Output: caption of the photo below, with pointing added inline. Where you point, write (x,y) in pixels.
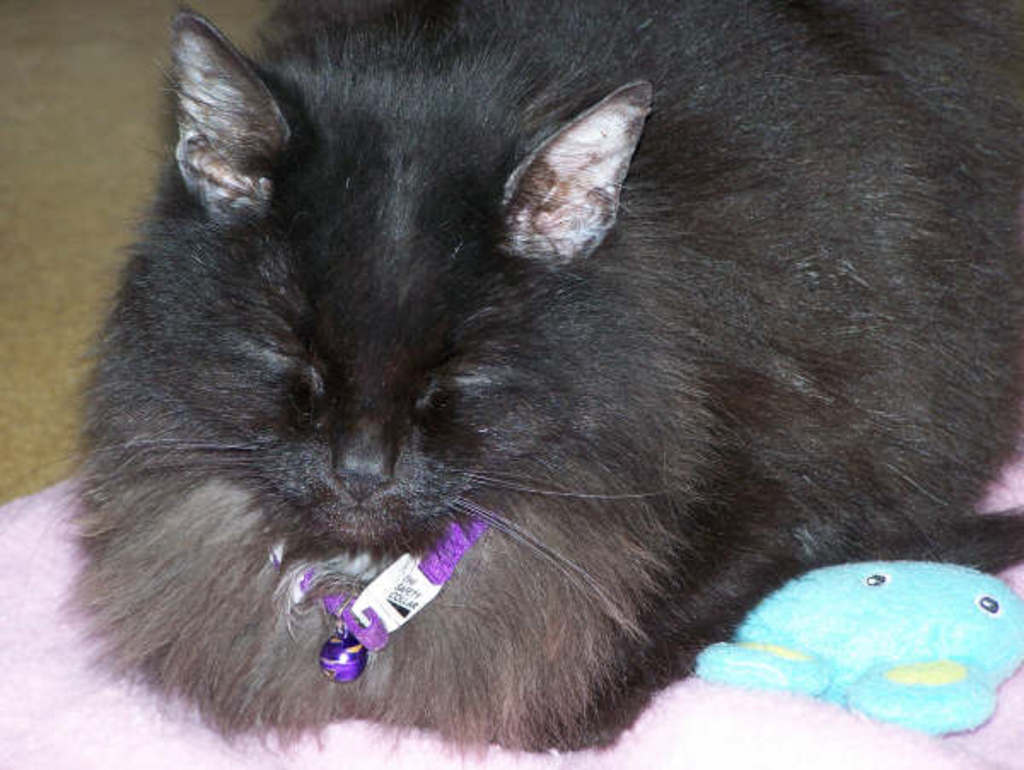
In this image we can see a black color cat (553,190) on the pink color surface (125,735). There is an object (888,640) in the right bottom of the image (929,680). We can see a purple color collar (379,596) around the neck (319,575) of the cat (360,585). It seems like a brown color cloth (32,323) on the left side of the image (81,157).
